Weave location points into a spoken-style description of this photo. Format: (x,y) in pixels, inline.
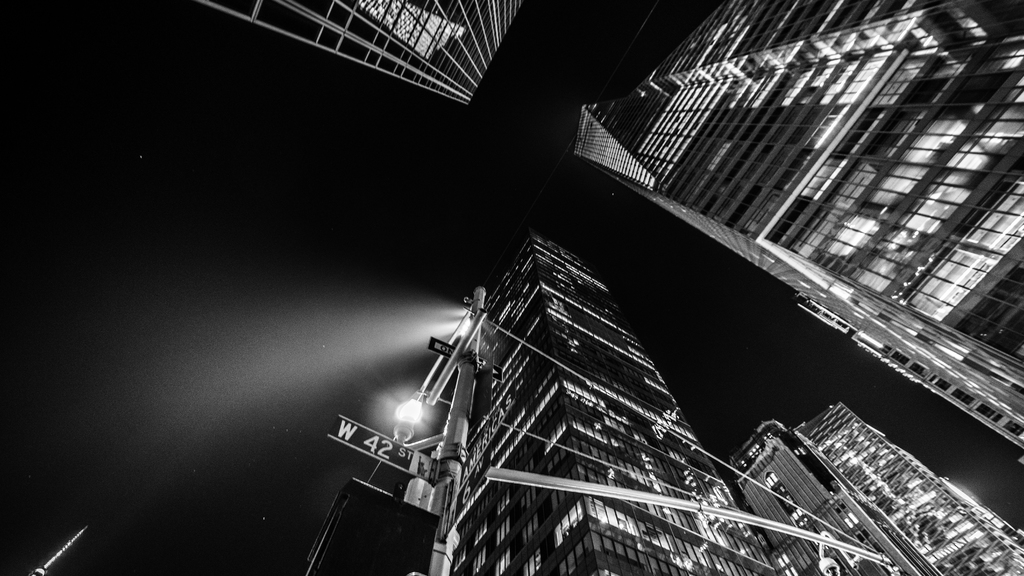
In this image we can see buildings (772,59), windows (675,141), light poles (448,478), there is a board (417,450) with some text (365,447) on it, also we can see the stars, and the sky (294,258), and the picture is taken in black and white mode.
